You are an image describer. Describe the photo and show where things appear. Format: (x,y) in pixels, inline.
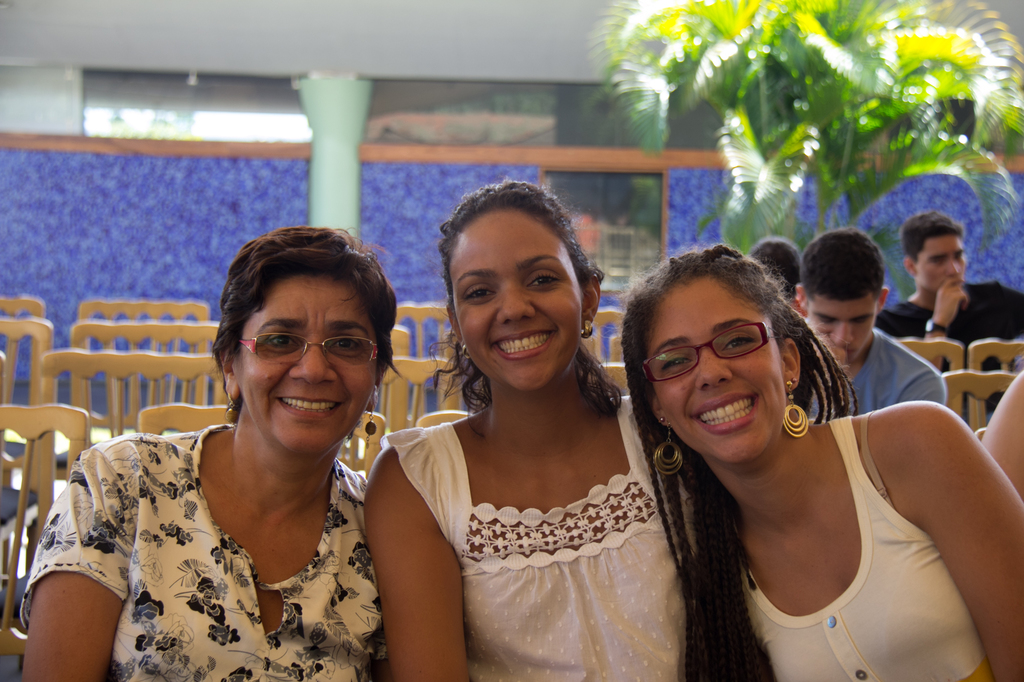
In front of the image there are three women (381,477) sitting in chairs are having a smile on their face (515,283), behind them there are a few other people (844,323) sitting in chairs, beside them there are empty chairs (389,370). In the background of the image (352,202) there are pillars (342,191), mirror (601,234) and glass (587,236) on the wall (421,171) and a tree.
